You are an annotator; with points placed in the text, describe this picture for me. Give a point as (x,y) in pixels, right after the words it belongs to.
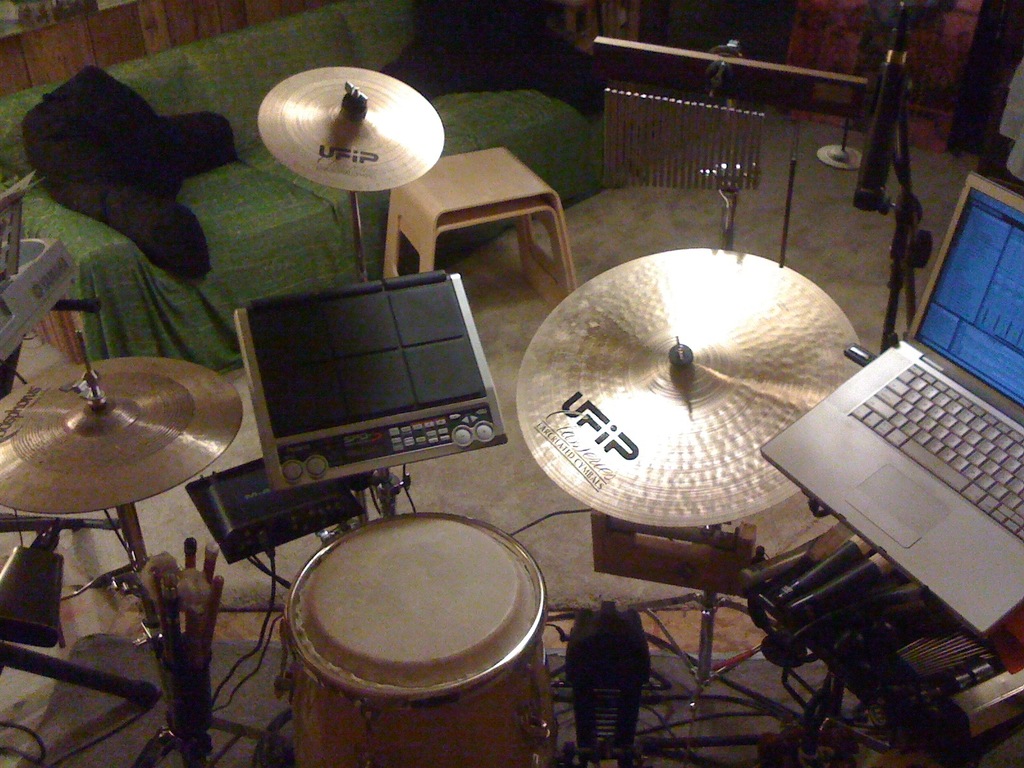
This picture has few musical instruments (432,133) and laptop (965,198) at right side (978,187) and sofa (120,310) at the left corner of the image (66,347). There is a mike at the right top of image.
